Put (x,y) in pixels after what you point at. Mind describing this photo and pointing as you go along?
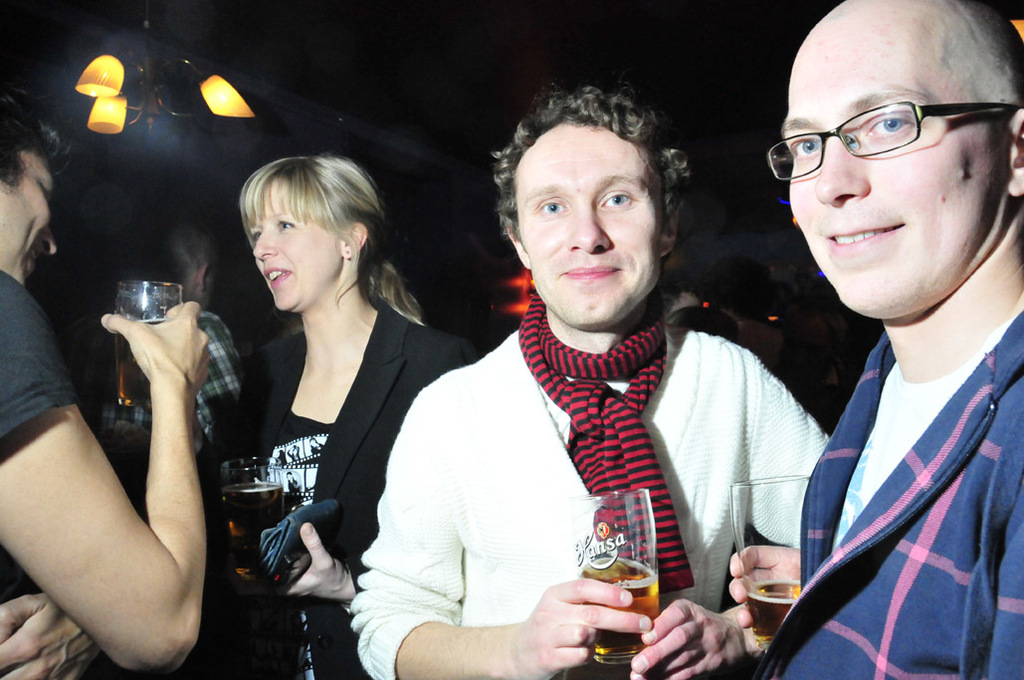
This 4 persons (292,287) are highlighted in this picture. This 4 persons (961,544) are holding a glass (772,539). This person (937,163) wore spectacles (880,139). This man (564,259) wore scarf (589,386). This woman (323,330) wore black suit (394,376).
